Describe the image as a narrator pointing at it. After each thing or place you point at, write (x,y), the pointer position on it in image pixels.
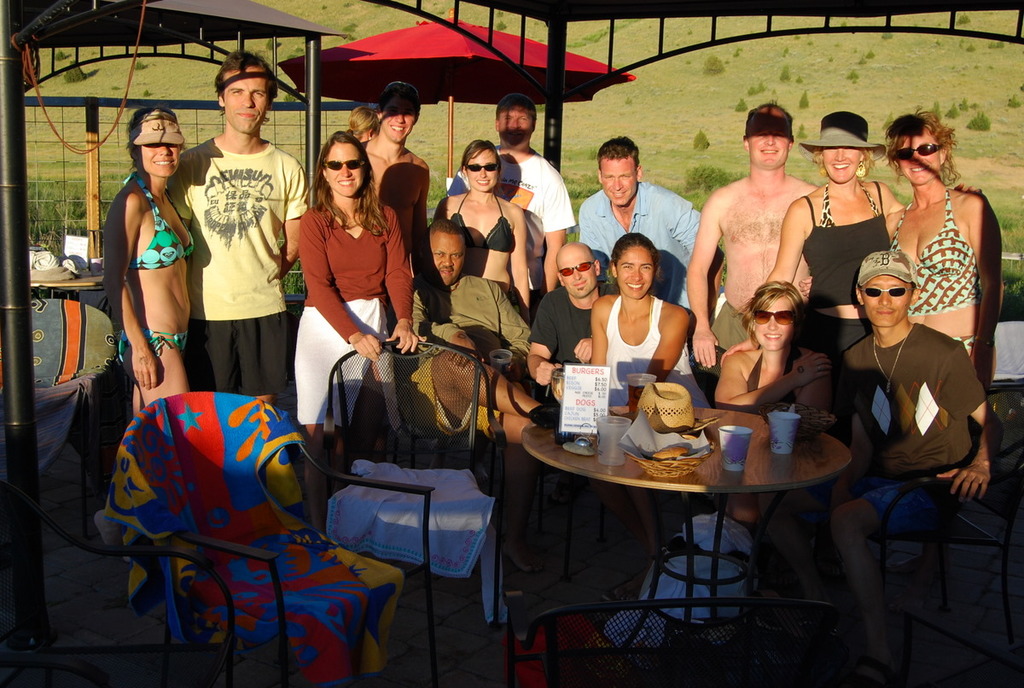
In this image i can see a group of people (604,259) sitting on chairs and few of them are standing. In the background (665,116) i can see few tents (443,79), few trees (718,67) and the ground (985,169).
